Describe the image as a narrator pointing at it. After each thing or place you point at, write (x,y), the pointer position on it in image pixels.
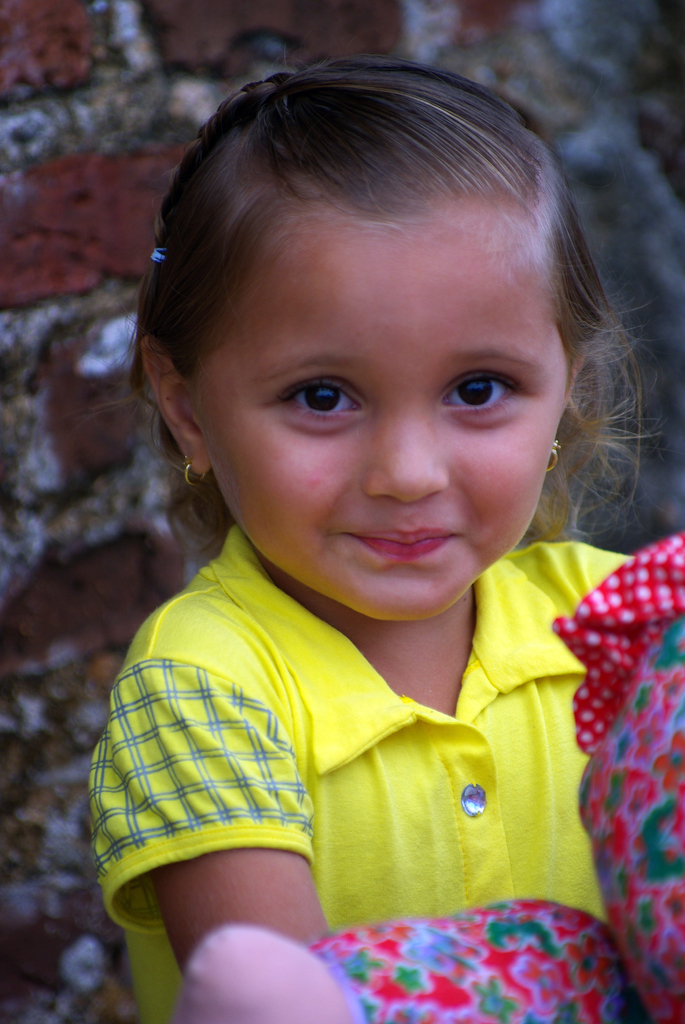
In the center of the image (340,638) we can see one kid (452,825) is holding some object (504,918). And we can see she is smiling and she is in a yellow color top (421,830). In the background (41,296) there is a brick wall (100,453).
